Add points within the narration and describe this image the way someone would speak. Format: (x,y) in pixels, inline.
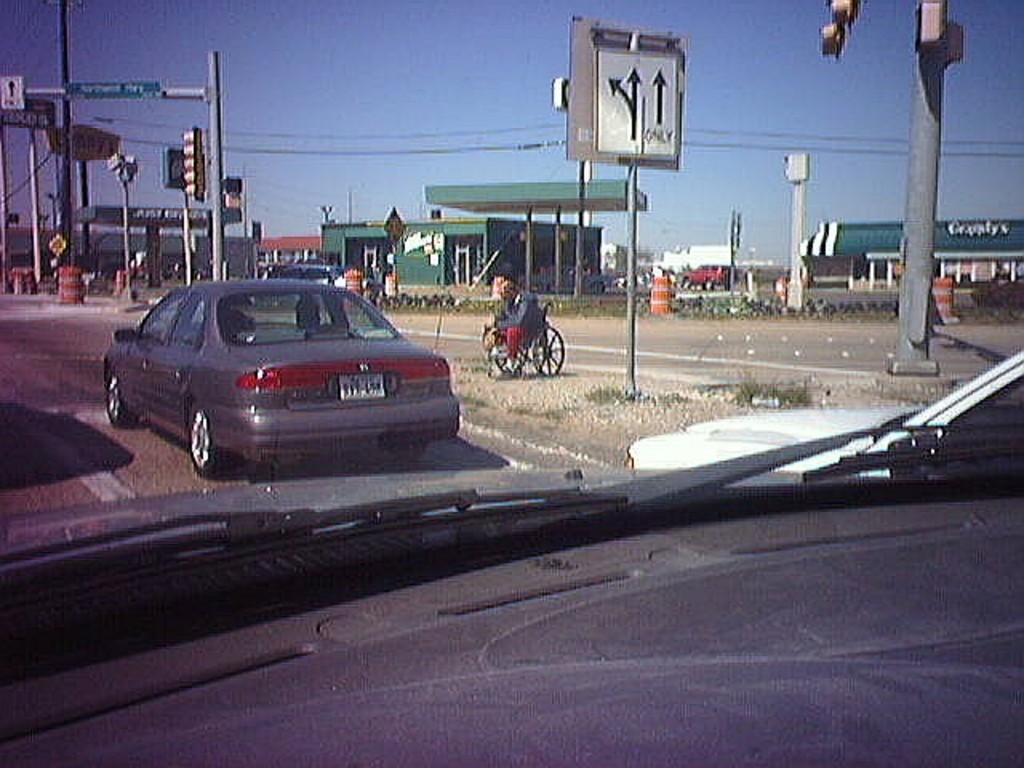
This is the picture of a car windshield (801,447) from which we can see some vehicles (254,449), houses (309,259), poles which has some signal lights (191,143) and some wires (405,151).
